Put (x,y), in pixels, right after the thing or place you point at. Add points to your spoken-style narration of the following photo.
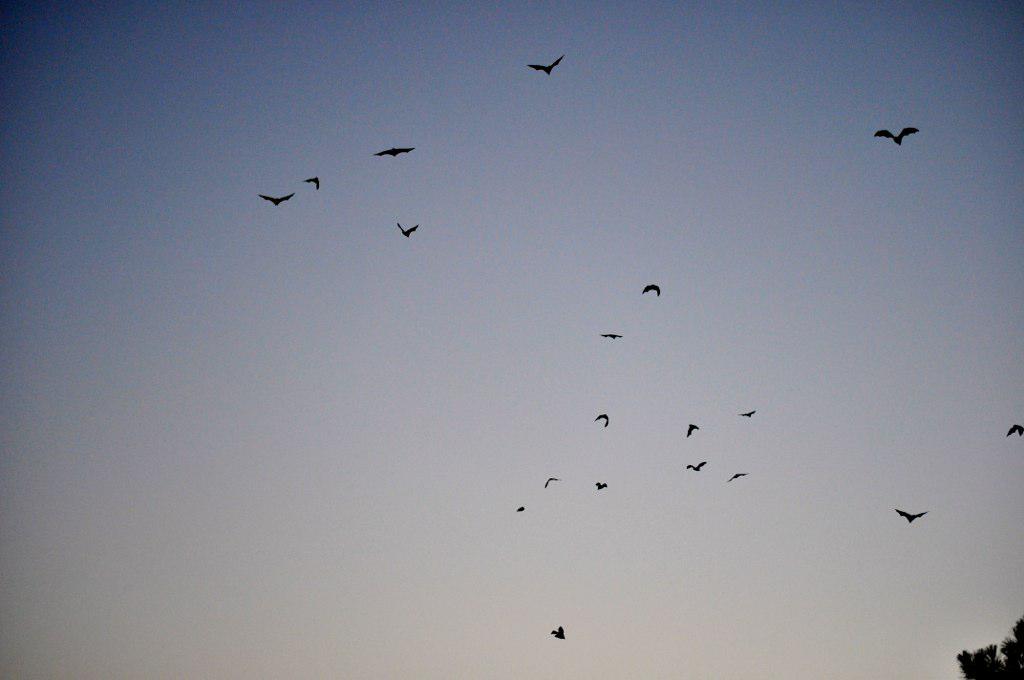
In this image we can see some bats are flying in the sky (752,508).
